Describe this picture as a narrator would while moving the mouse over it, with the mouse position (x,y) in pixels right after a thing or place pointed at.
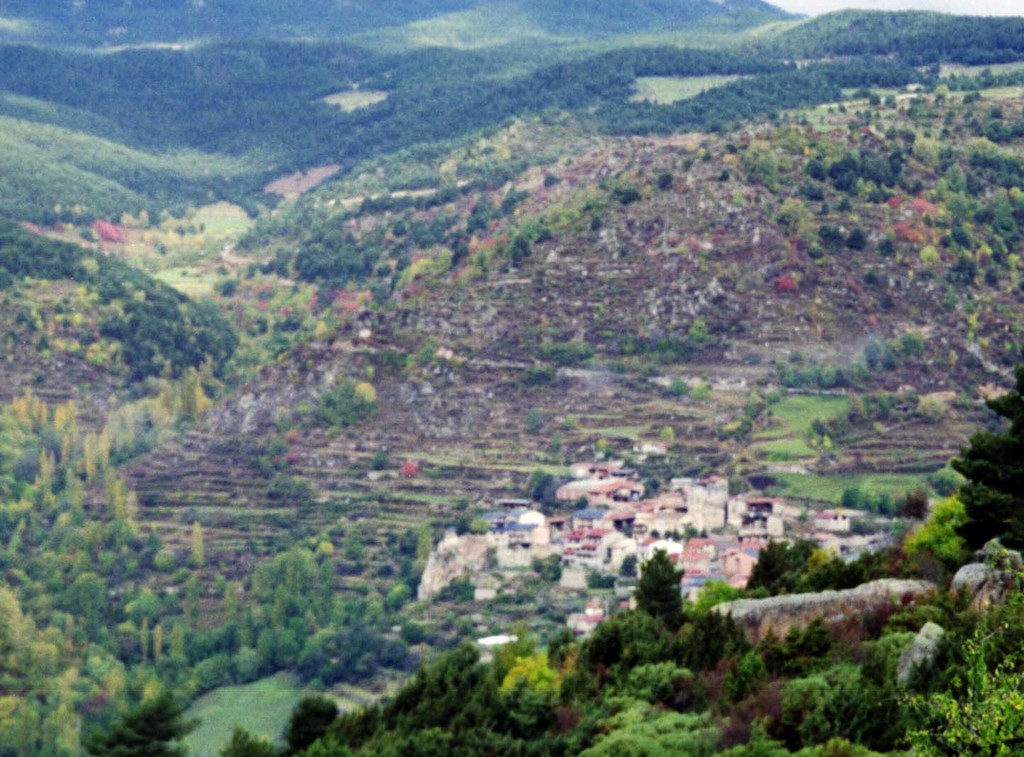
It is a blur image. In this image, we can see houses (757,543), trees (128,542) and hills (555,149). On the right side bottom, we can see rocks (851,611).
